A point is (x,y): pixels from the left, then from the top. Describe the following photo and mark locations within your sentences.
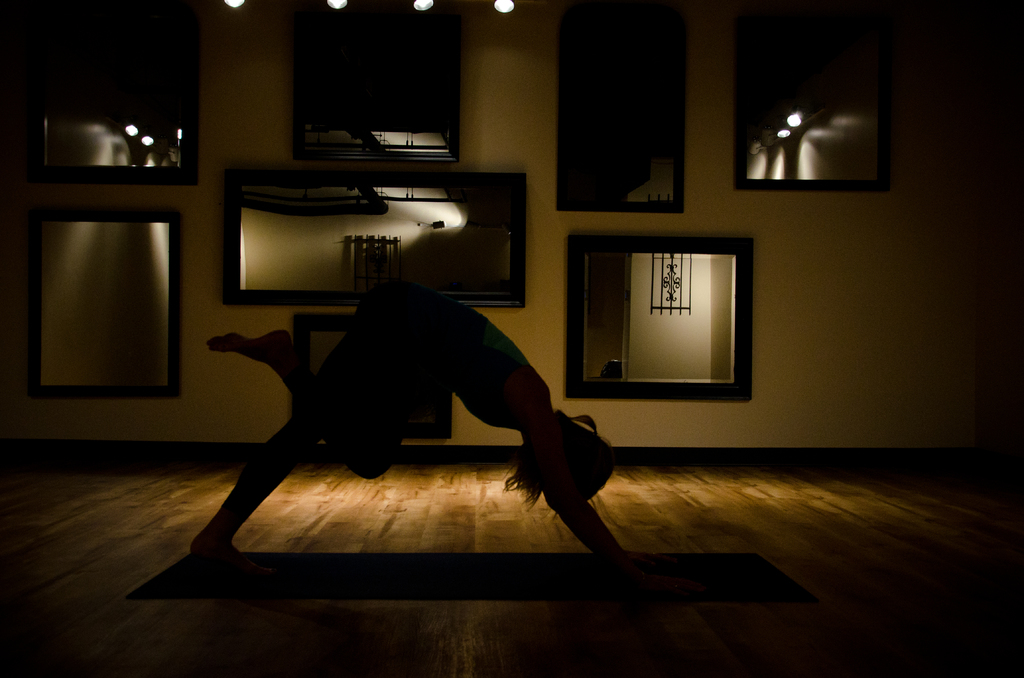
In the center of this picture (423,308) we can see a person (401,329) seems to be doing exercise. In the background (346,185) we can see the mirrors (677,250) hanging on the wall (518,77) and we can see the lights (511,4), we can see the reflection (615,306) of wall (631,312) and some other objects (601,306) in the mirror (619,164).
